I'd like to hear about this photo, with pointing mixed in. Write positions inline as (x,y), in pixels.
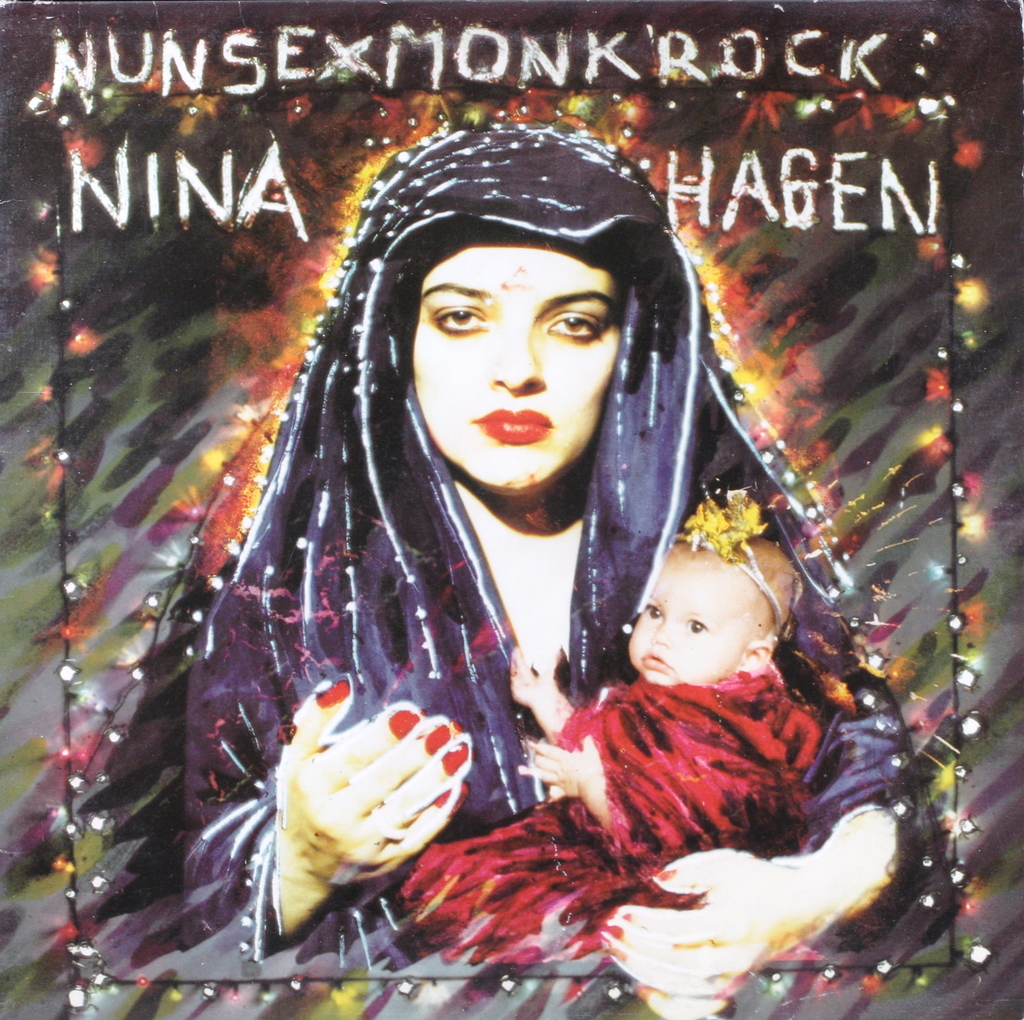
In this picture we can see painting (470,654) of a woman (470,654) and a baby (634,700), also we can find some text (167,34) and lights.
